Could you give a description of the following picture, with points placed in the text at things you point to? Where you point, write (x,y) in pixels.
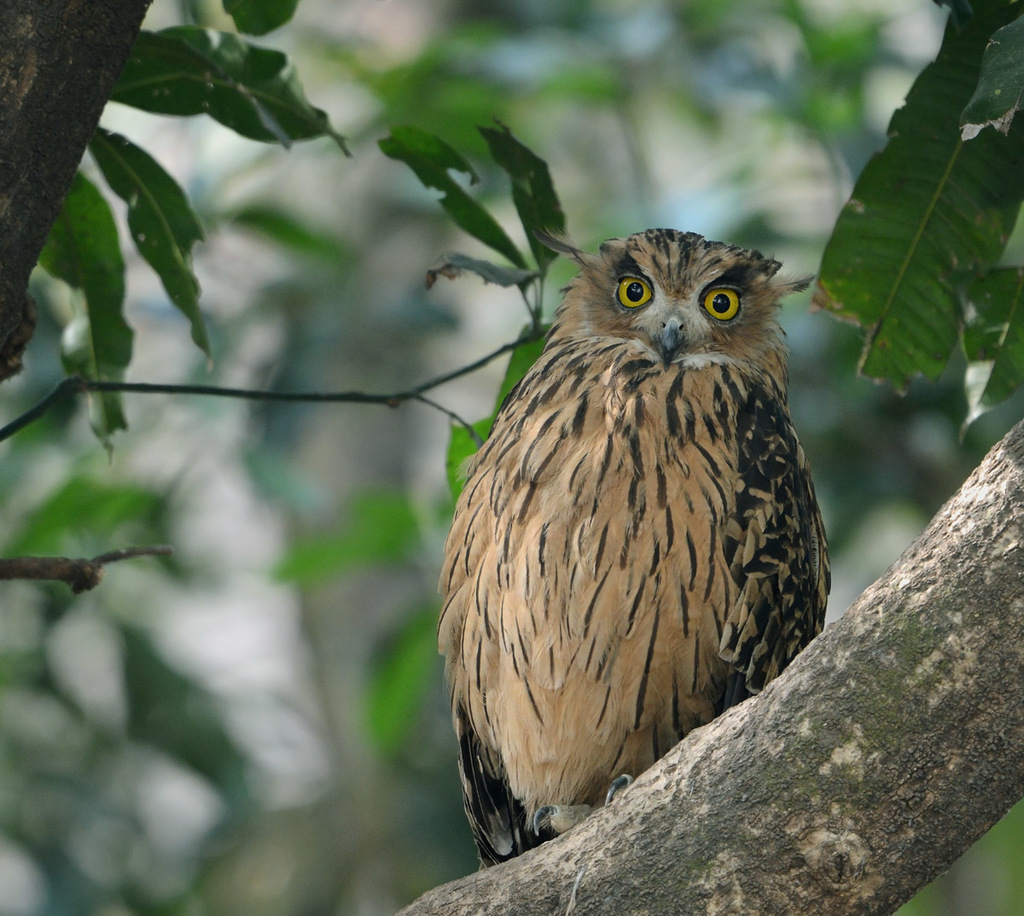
In the center of the image (634,369) there is a owl (547,522) on the tree (794,800). In the background (637,179) we can see tree (464,178).
